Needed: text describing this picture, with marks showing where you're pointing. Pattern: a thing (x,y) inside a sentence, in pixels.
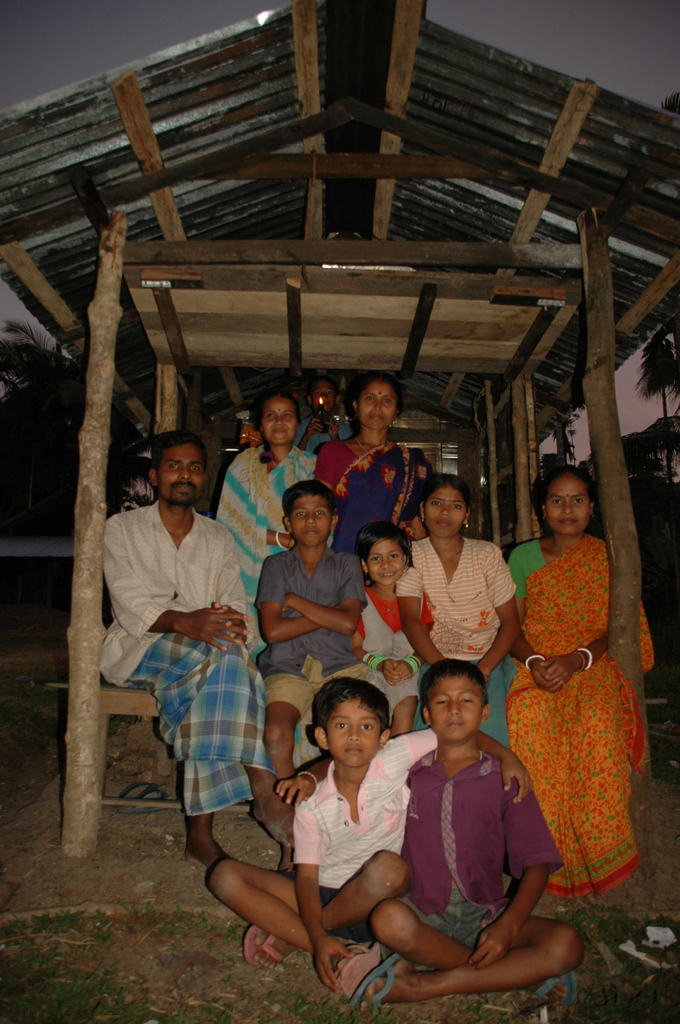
In this picture I can see a group of people (390,604) in the middle (418,604). On the left side (2,365) there are trees (2,365), at the top (231,282) there are metal sheets (266,228) and wooden sticks (401,275).
